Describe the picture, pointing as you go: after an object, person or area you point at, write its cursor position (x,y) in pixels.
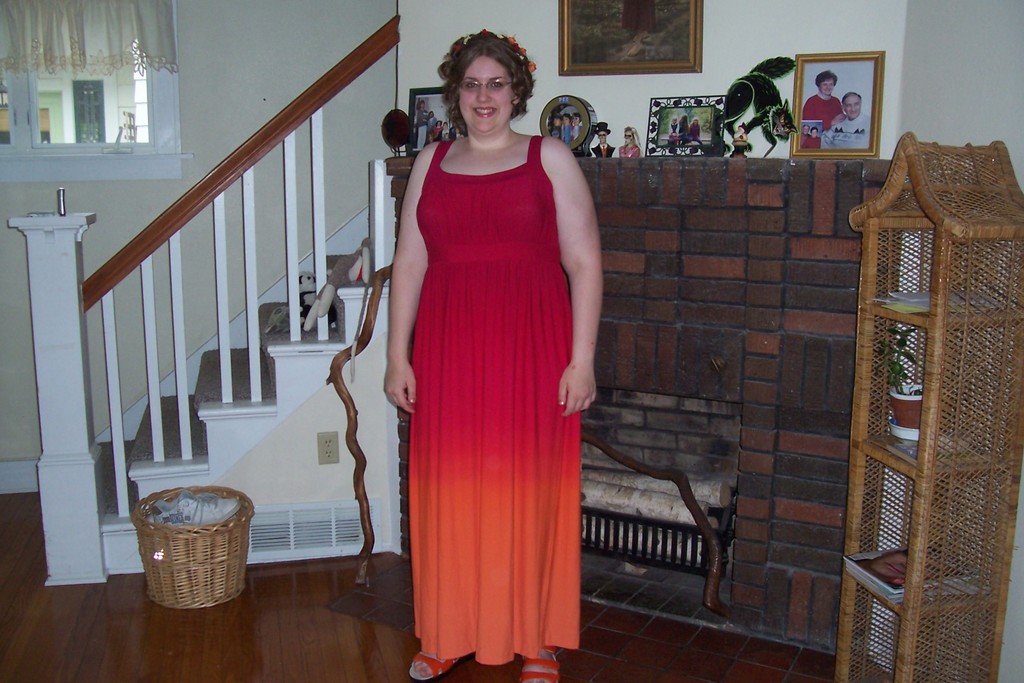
In the center of the image (507,386) we can see one woman (507,386) is standing and she is smiling. In the background (901,22) there is a wall (856,37), railing (383,261), staircase (173,408), photo frames (681,21) and a few other objects (694,427).
